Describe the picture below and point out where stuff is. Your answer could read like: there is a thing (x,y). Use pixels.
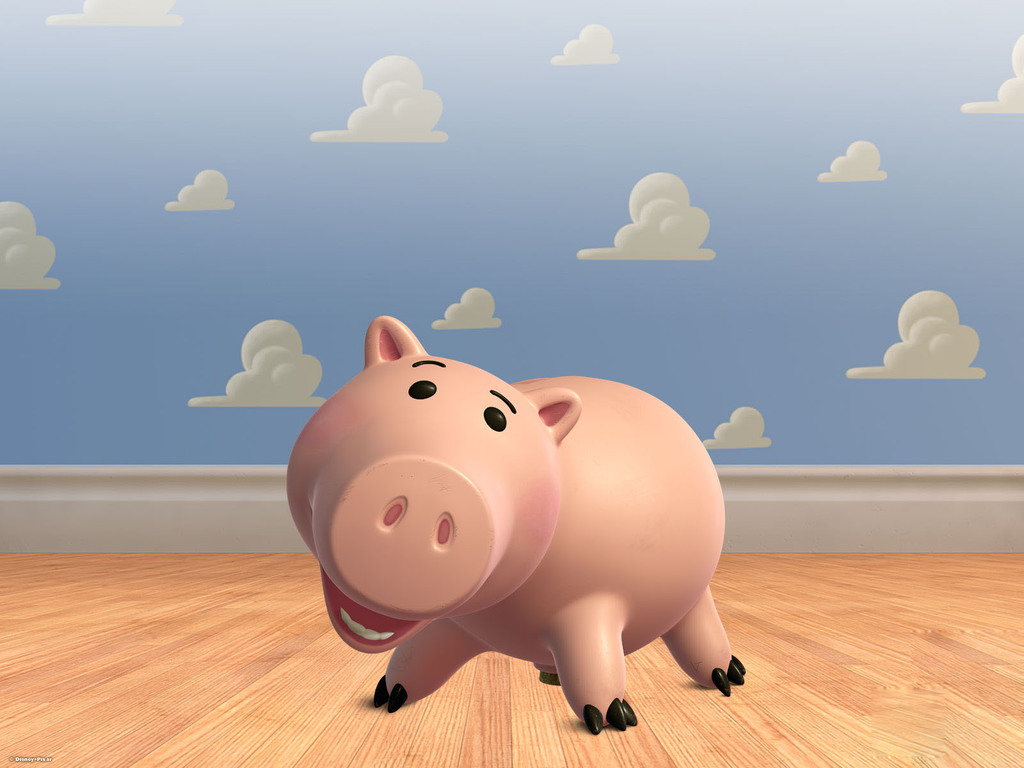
Here in this picture we can see an animated pig (440,449) present on the floor (60,593) over there and we can also see clouds (943,351) over there.
